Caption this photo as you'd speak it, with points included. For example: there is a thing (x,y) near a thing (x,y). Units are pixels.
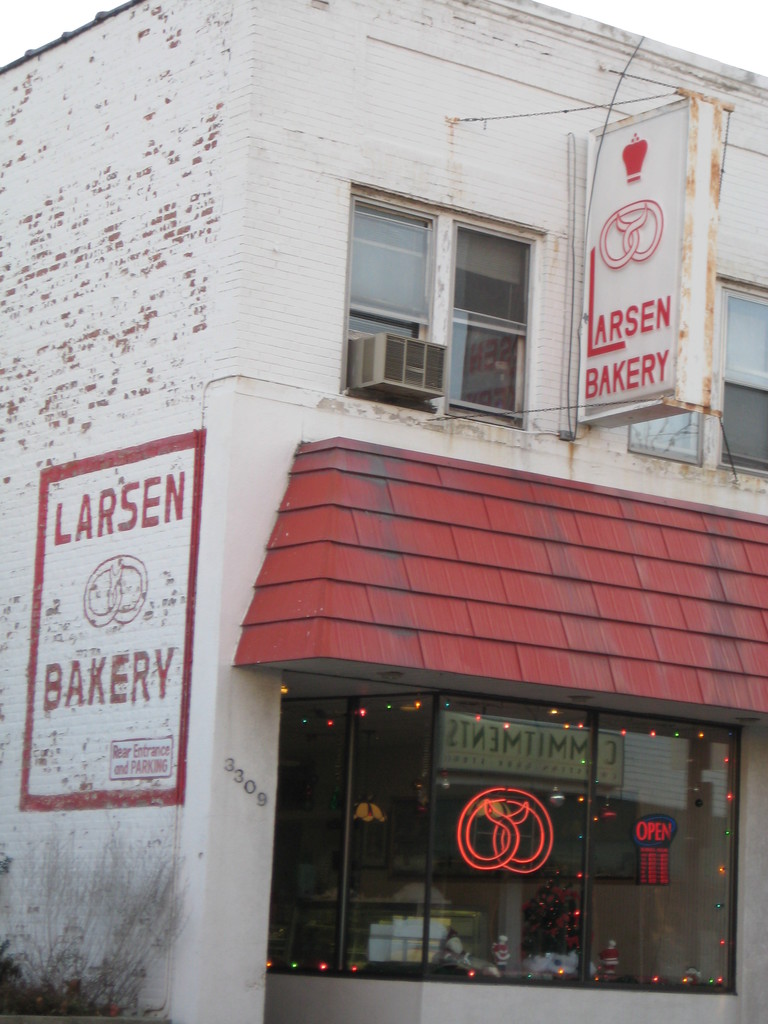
This is the building (192,396) with windows (727,371). I can see a name board (598,233) attached to the building (547,343). This looks like an air conditioner (430,390). I can see the painting (110,570) on the wall (102,570). These are the glass doors (607,819). I can see the reflection of lighting (477,857) on the glass door (672,847).
